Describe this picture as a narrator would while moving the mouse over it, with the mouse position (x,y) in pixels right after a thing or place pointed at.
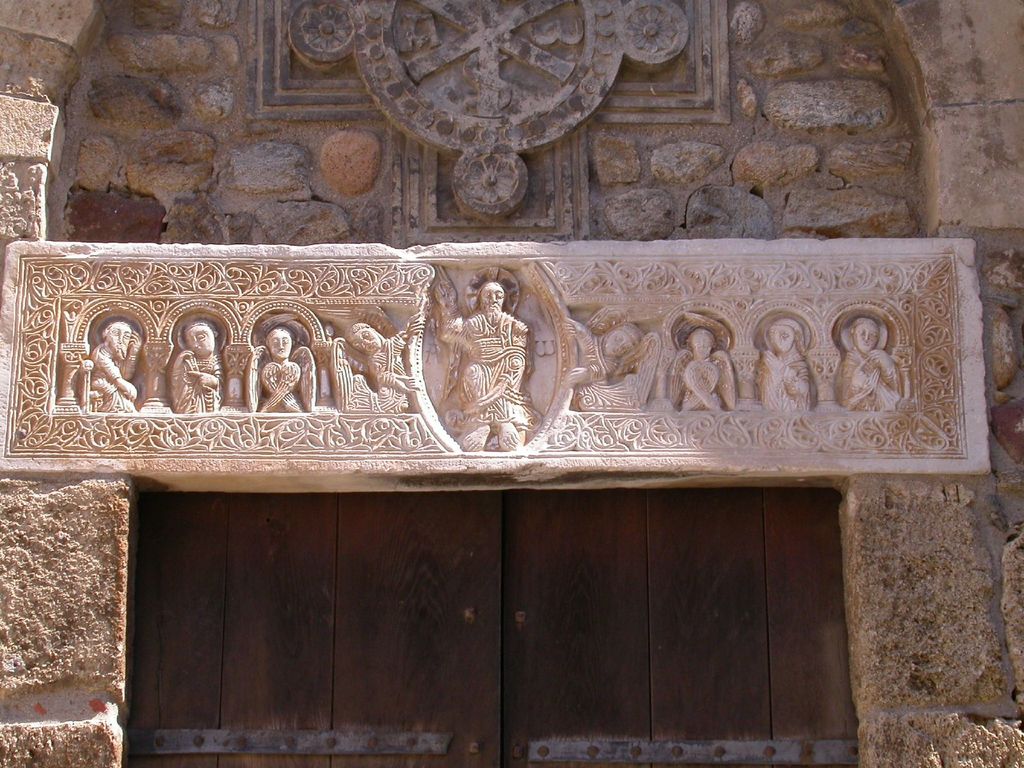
In this image I can see an arch (672,324) of the building (609,171) and the arch (653,332) is in cream color, background (635,610) I can see the door (606,587) in brown color.
